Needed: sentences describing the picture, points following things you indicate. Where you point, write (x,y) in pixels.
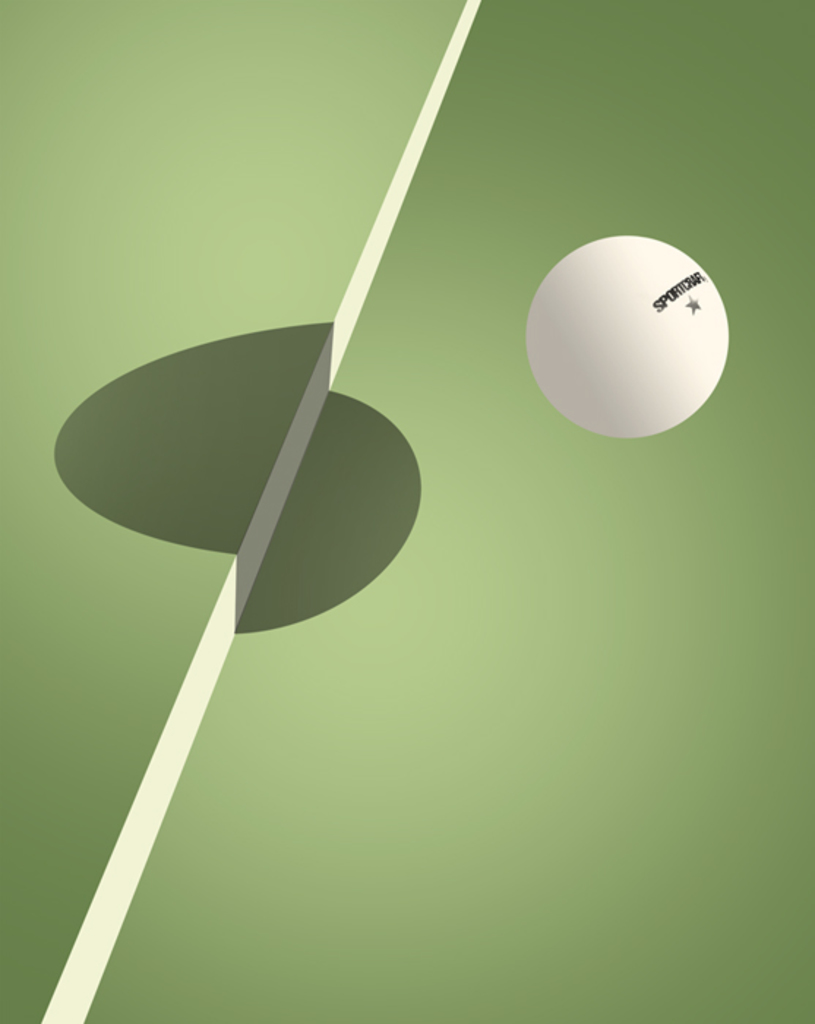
In this image I can see the ball (627,360) which is in white color and something (679,295) is written on it. I can see the white and green color background (292,225).
